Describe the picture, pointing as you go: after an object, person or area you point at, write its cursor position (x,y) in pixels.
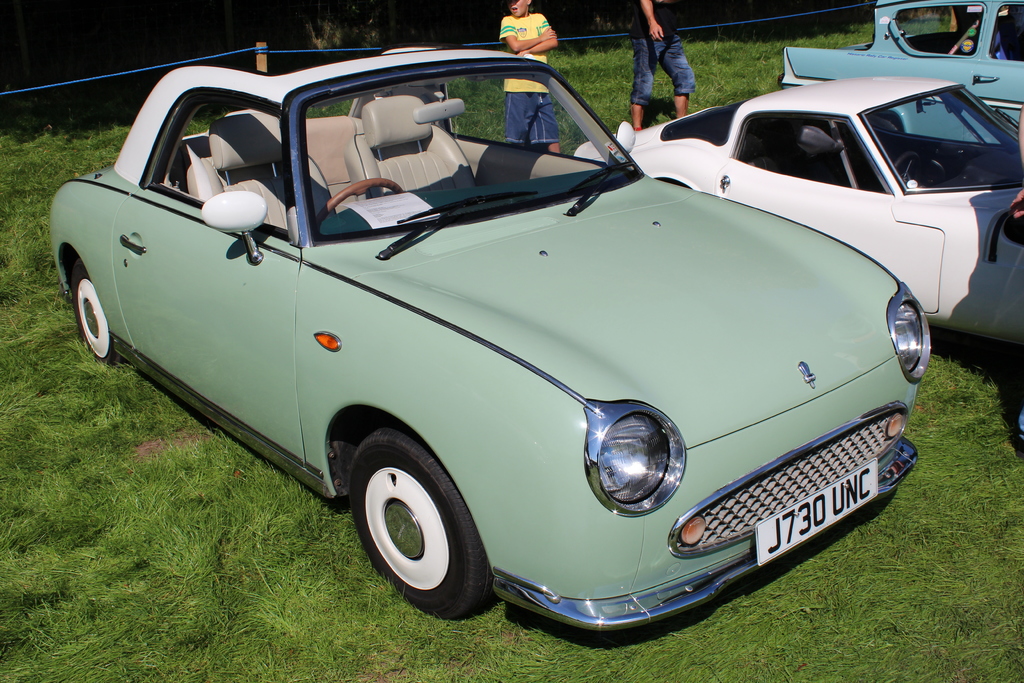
In this image we can see these cars (840,67) are parked here on the grass (92,517), we can see two person (657,8) standing here and we can see the fence (293,51) in the background (238,51).
